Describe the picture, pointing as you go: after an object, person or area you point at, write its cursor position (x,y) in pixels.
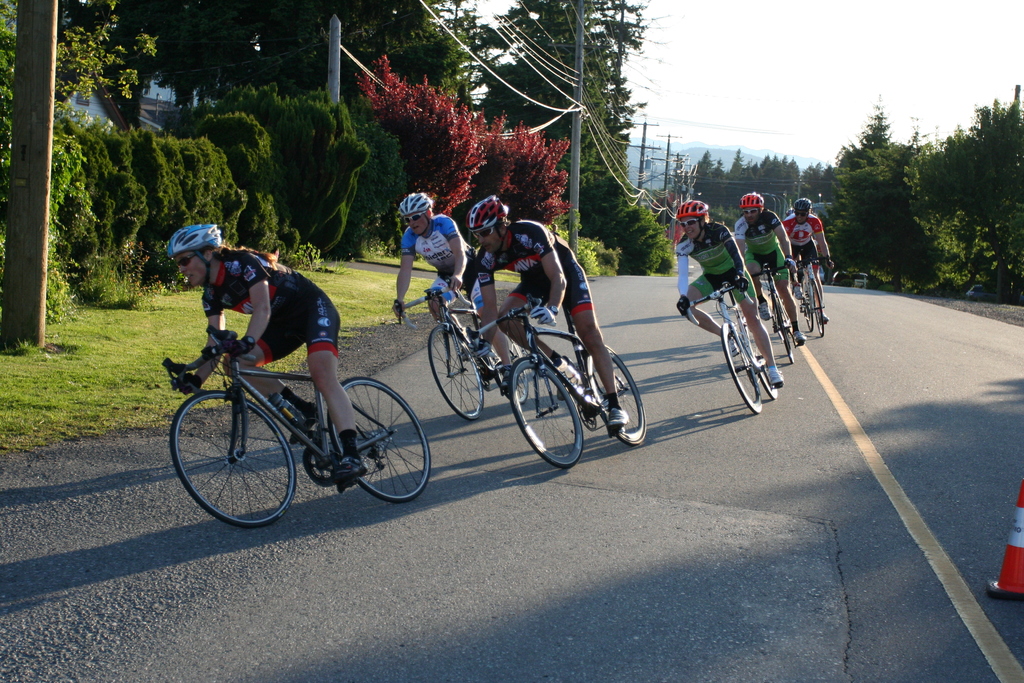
In this picture we can observe some men (763,233) riding bicycles (772,289) on the road (585,523). All of them were wearing helmets (200,244). In the right side (1020,561) there is a traffic cone (1012,571). We can observe some trees (206,103) and poles (332,43) in this picture. In the background (799,73) there is a sky (765,68).
